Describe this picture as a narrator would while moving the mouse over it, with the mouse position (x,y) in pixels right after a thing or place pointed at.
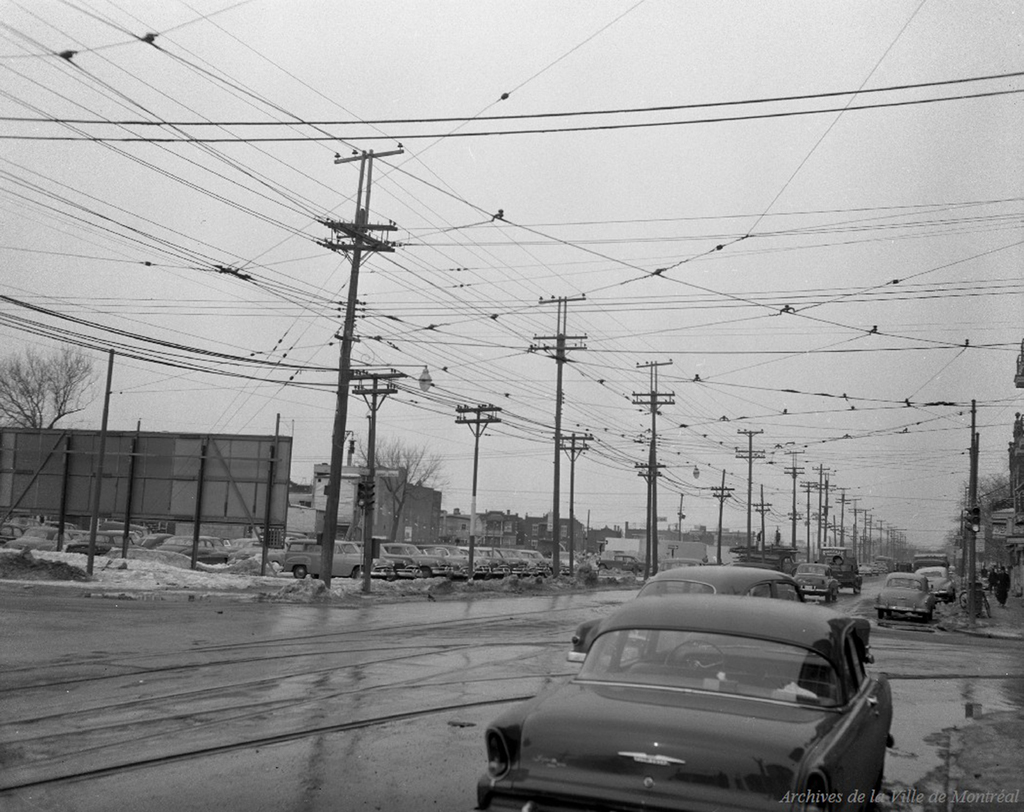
In this image I can see few vehicles (621,772) on the road (216,707), background I can see few electric poles (842,489), few buildings (979,559) and trees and the image is in black and white.
